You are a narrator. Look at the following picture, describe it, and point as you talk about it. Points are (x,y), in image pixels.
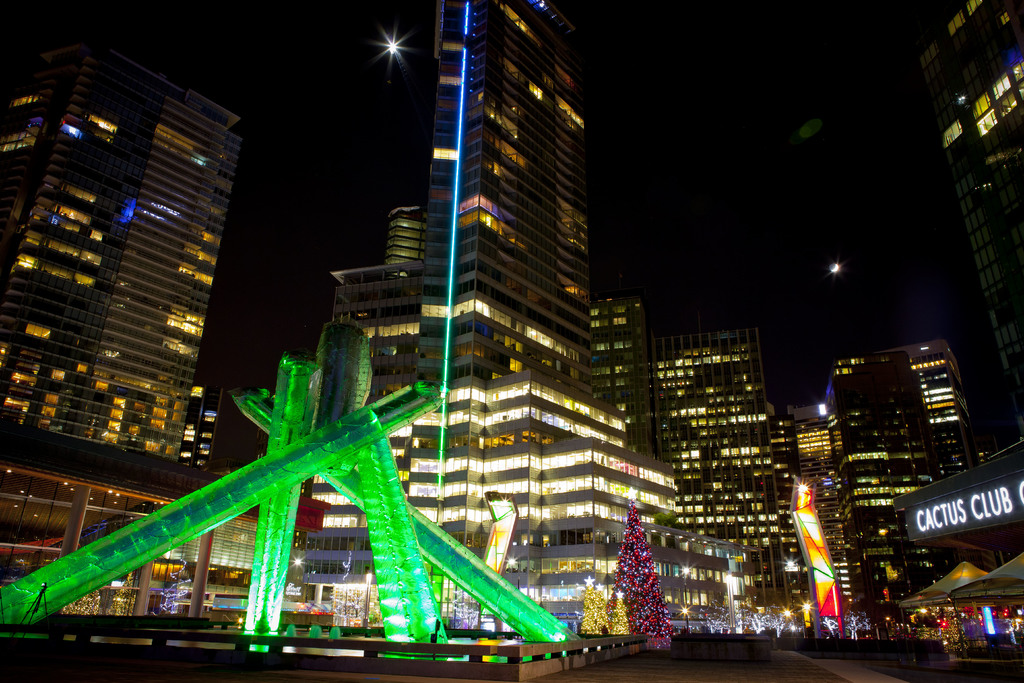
In this image there are some buildings (608,465), lights (626,581), plants (638,595), and on the plants (659,608) there are some lights (636,562) and on the left side of the image (319,426) there are some objects (301,383). And at the bottom (825,663) there is road (656,675), and also on the right side (935,494) there are some boards (936,495). On the boards (918,518) there is text (962,518), at the top (757,54) there is sky (753,206) and stars (393,38).
